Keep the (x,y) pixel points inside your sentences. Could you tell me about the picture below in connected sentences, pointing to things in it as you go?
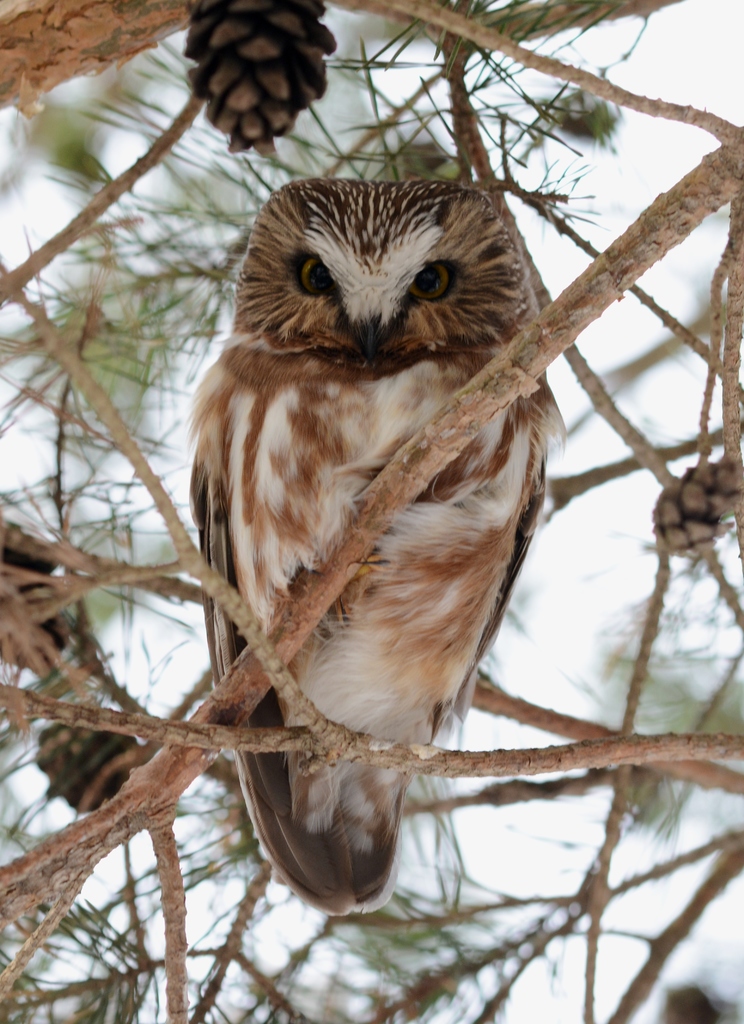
Here I can see an owl (281,523) on a tree (128,901). Here I can see some fruits (313,82) and stems (169,741) of a tree (141,311).
